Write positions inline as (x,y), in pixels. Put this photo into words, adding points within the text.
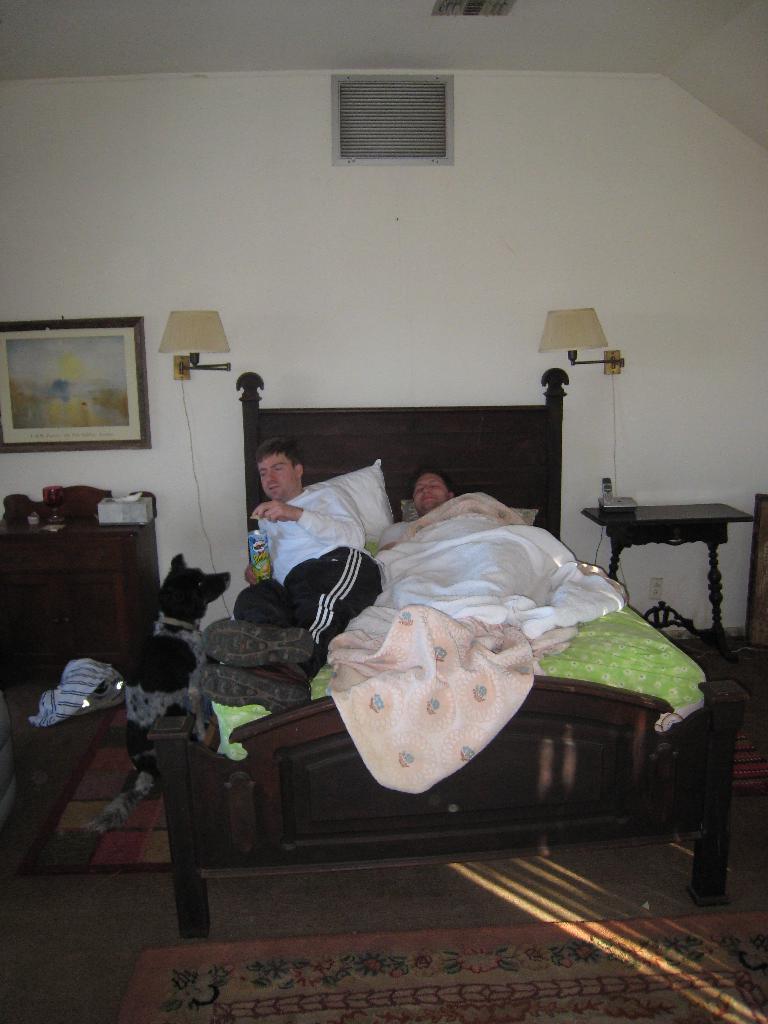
This picture shows an inside view of a room (499,264). At the center of the picture (421,422) there is a bed (410,444) and on it there are pillows (366,476), blankets (385,636) and two people (372,567) are lying on it. To the right corner of the image (628,522) there is a table (663,524). To the left corner of the image (83,608) there is a cupboard (65,607) and on it a candle holder (56,501), box (123,513) are placed. Above the cupboard (80,510) there is a frame (98,425) hanging on wall (121,469). Beside the bed (311,717) there is a dog (152,663) sitting. On the floor (112,779) there are carpets (102,834). In the background (264,328) there is wall (331,260) and wall lamp (205,339) hanging to it.
